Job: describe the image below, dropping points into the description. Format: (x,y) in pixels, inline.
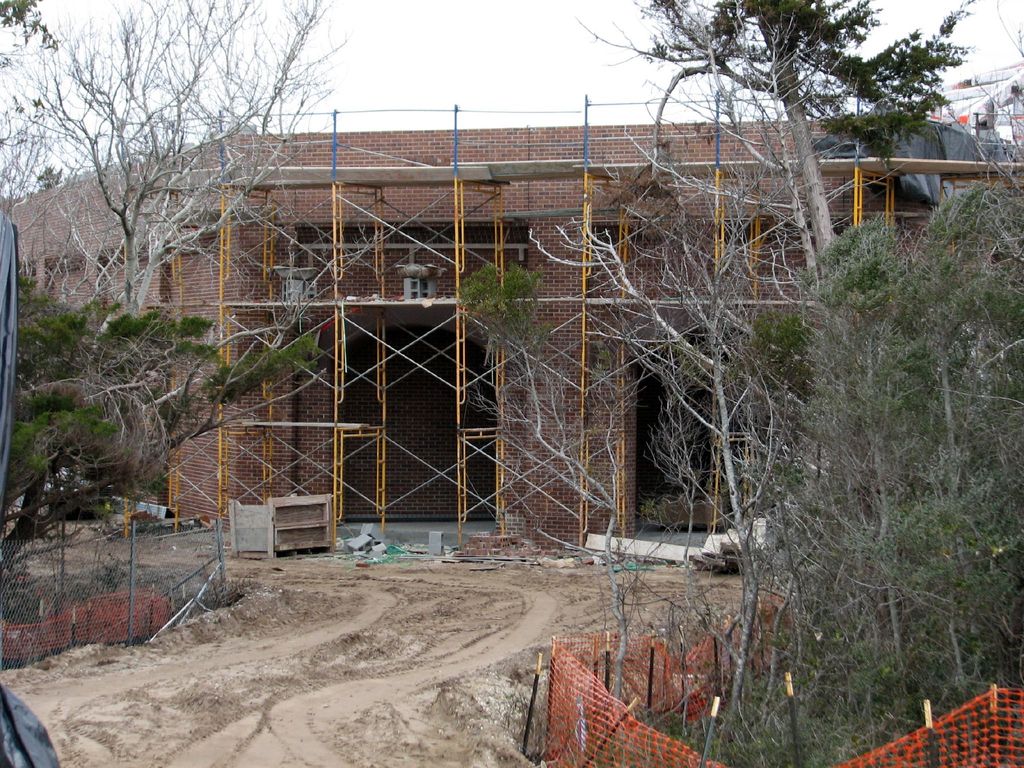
In the picture I can see the brick house construction (543,145). I can see the metal scaffolding structure (289,469). There are trees (123,218) on the left side (123,294) and the right side (1005,287) as well. I can see the net fencing (615,741) on the bottom right side of the picture (711,738).
